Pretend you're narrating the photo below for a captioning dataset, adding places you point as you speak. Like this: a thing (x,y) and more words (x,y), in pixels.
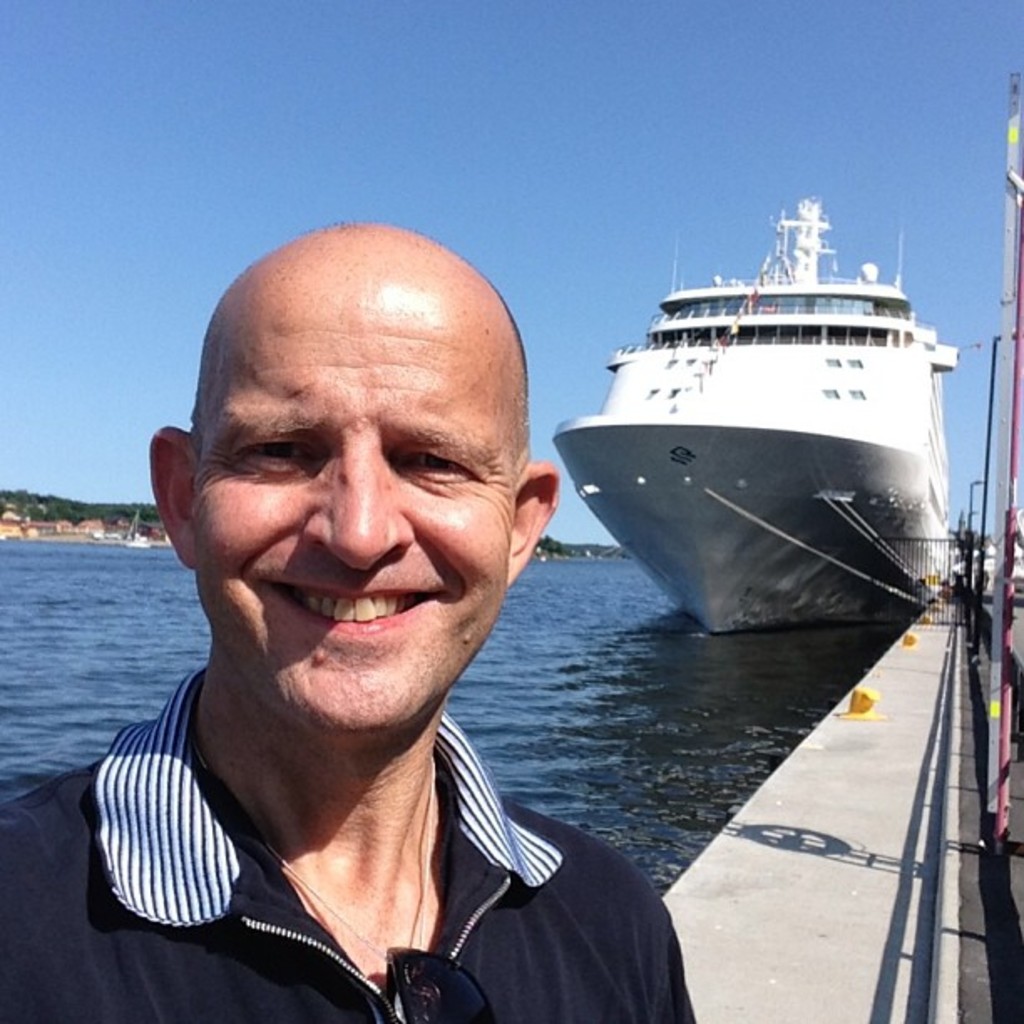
In this image there is the sky (716,75), there is a person (481,773), there is a sea (603,736), there is a ship (738,489), there are objects (1020,432) truncated to the right of the image (1005,379).
